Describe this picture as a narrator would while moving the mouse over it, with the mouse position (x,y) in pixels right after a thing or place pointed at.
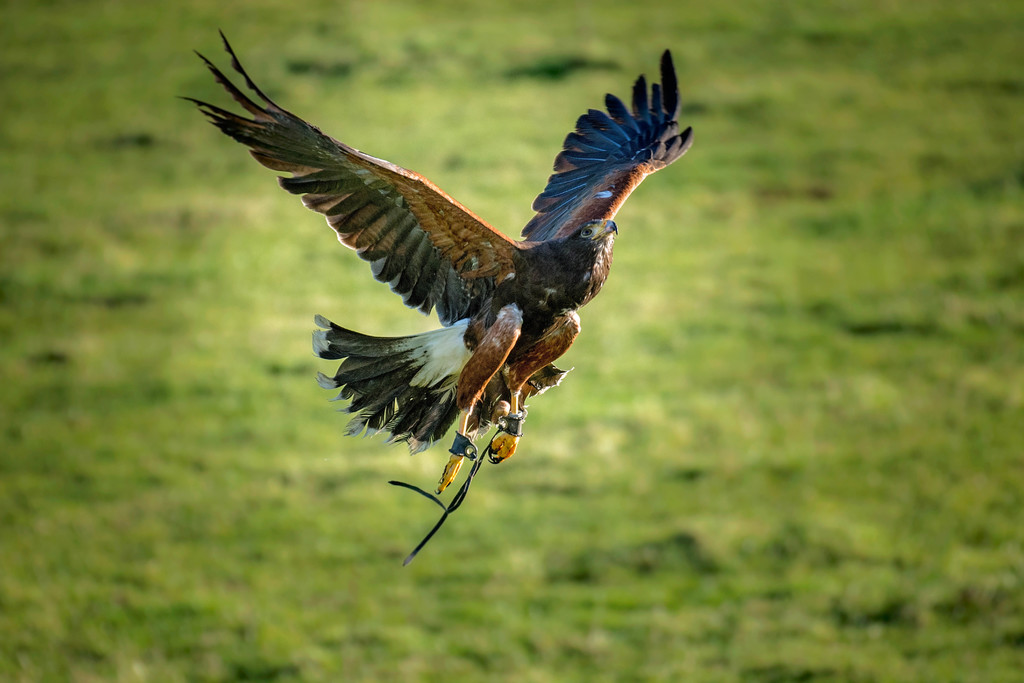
In this image there is a bird (535,332) flying, at the background of the image (474,185) there is grass (511,215).
